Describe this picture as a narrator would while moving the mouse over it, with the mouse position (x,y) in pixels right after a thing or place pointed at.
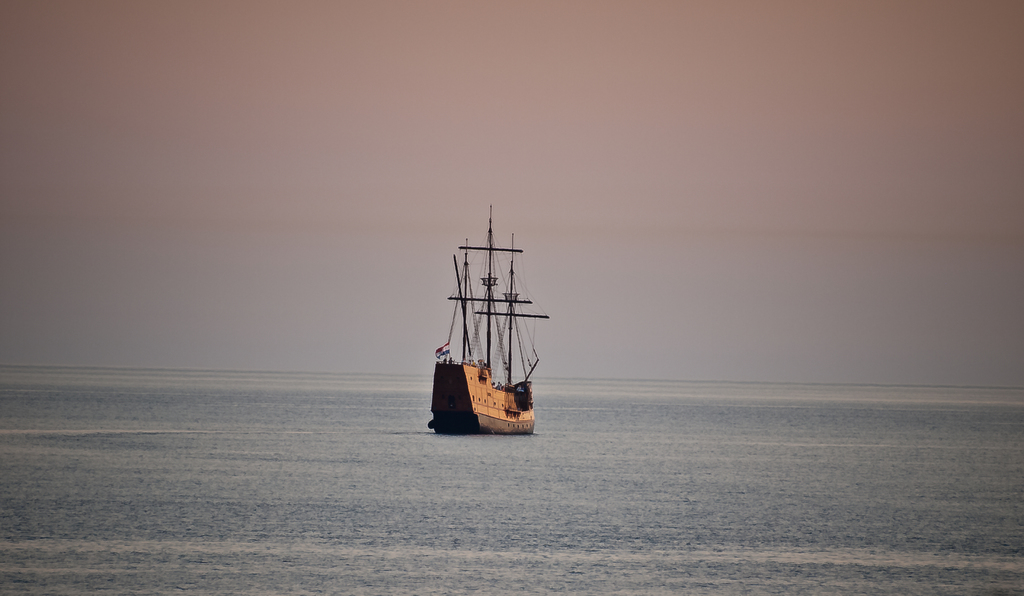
In this picture we can see a ship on the sea (558,464). Here the sky (391,293) is gloomy.
